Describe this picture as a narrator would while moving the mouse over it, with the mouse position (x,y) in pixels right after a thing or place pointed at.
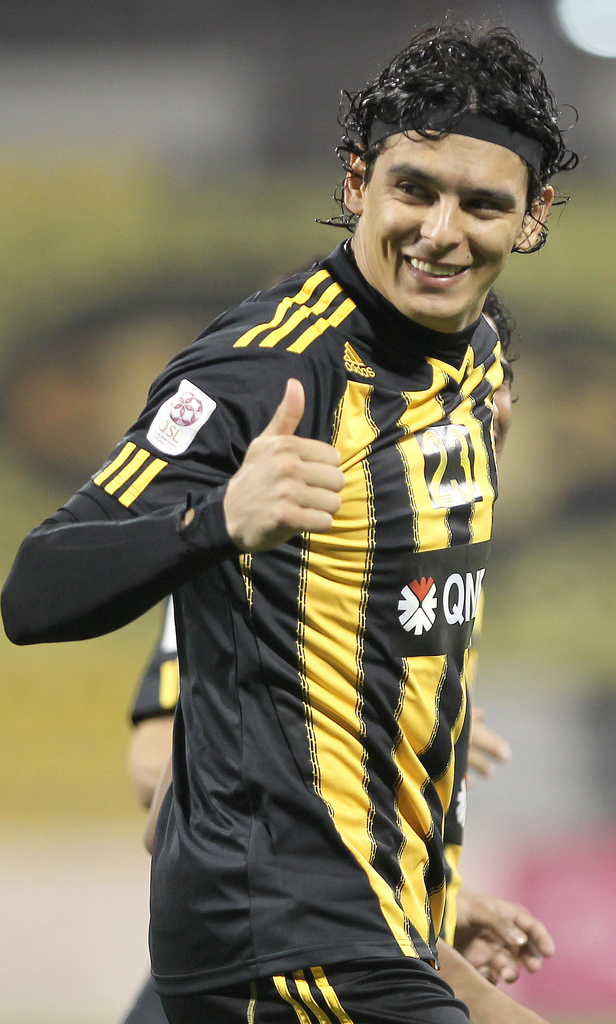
In this picture we can see a man (270,573) in the black jersey (375,538) and the man (270,573) is smiling. Behind the man (260,750) there is another person (158,733). Behind the two people (222,702) there is the blurred background (542,882).
